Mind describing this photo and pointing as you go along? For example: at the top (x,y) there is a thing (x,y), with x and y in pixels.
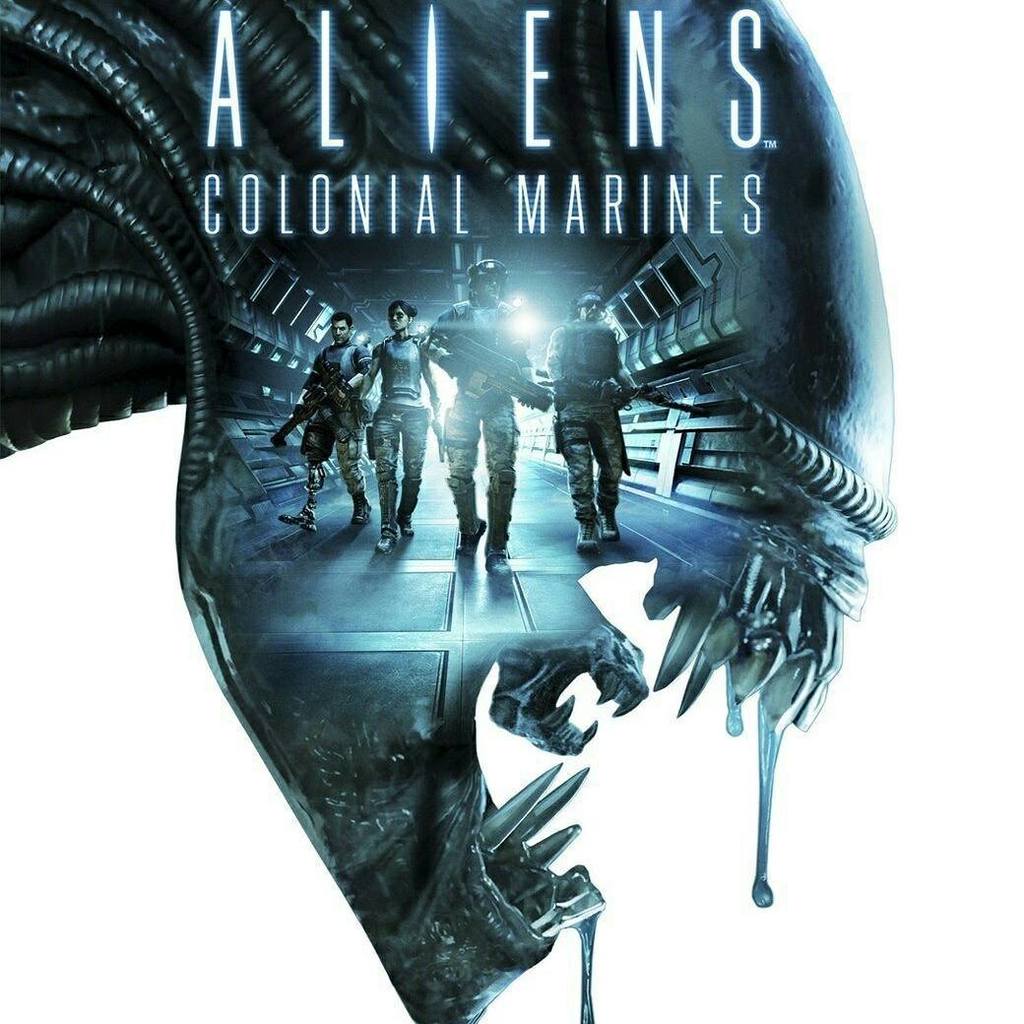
In this picture I can see a poster (483,340) on which I can see some persons (422,372) and some text (311,185).
